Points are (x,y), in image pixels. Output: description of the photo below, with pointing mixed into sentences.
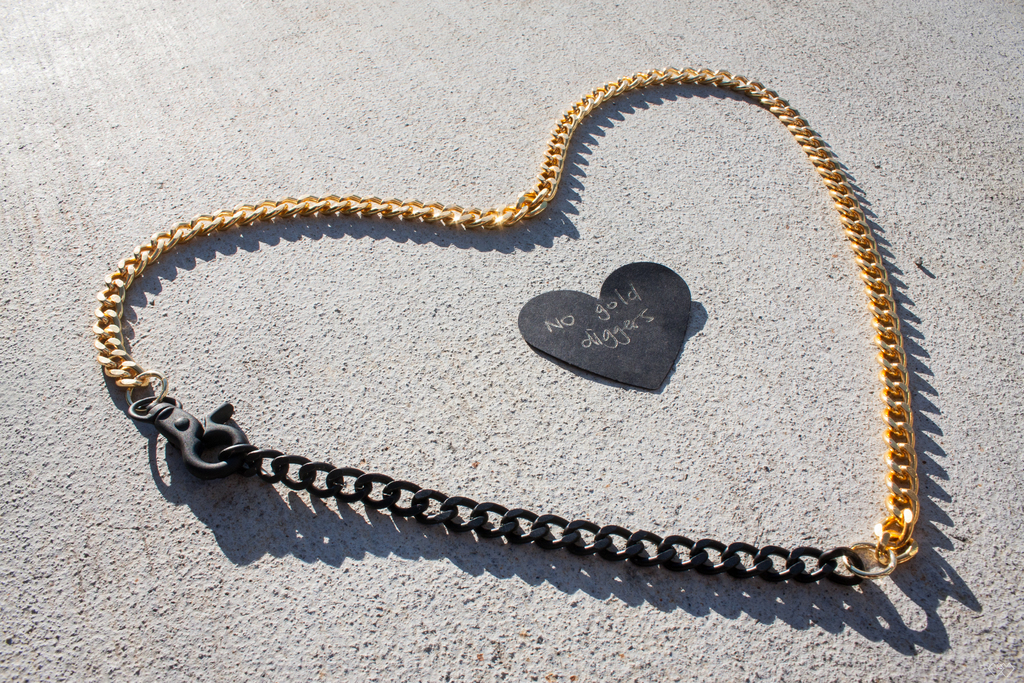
In this image we can see a metal chain (894,434) which is in heart shape and there is a paper (633,312) with some text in the middle (671,291) and these are placed on the surface (910,108) which looks like a concrete surface (493,301).
